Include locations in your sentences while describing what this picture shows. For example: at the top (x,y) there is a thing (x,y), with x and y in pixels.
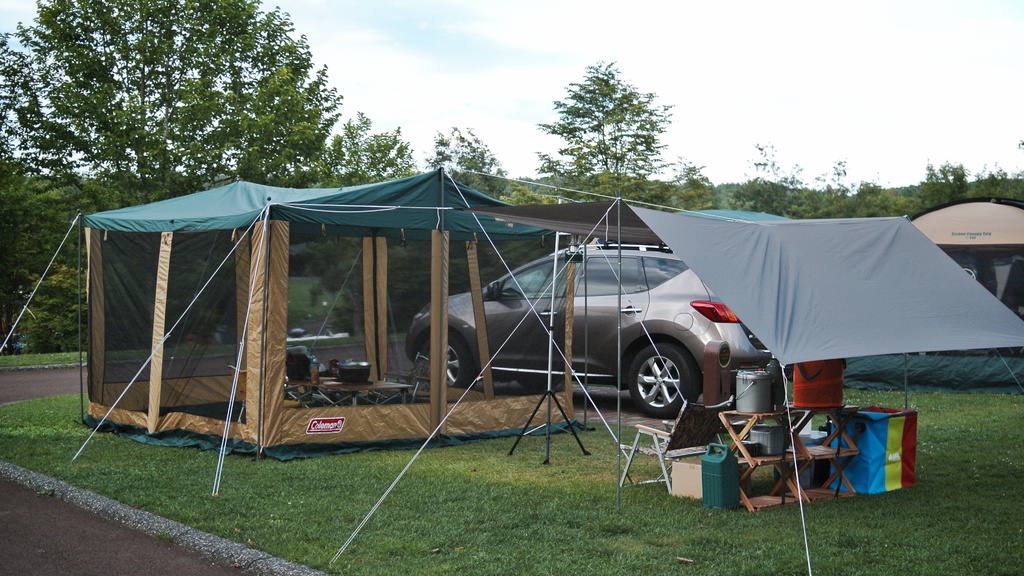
In this picture, it seems to be there are tents (415,217) in the center of the image (342,274) and there are some objects (775,410) under the tent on the grassland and there are trees (847,170) and a car (699,310) in the background area of the image (630,296).
